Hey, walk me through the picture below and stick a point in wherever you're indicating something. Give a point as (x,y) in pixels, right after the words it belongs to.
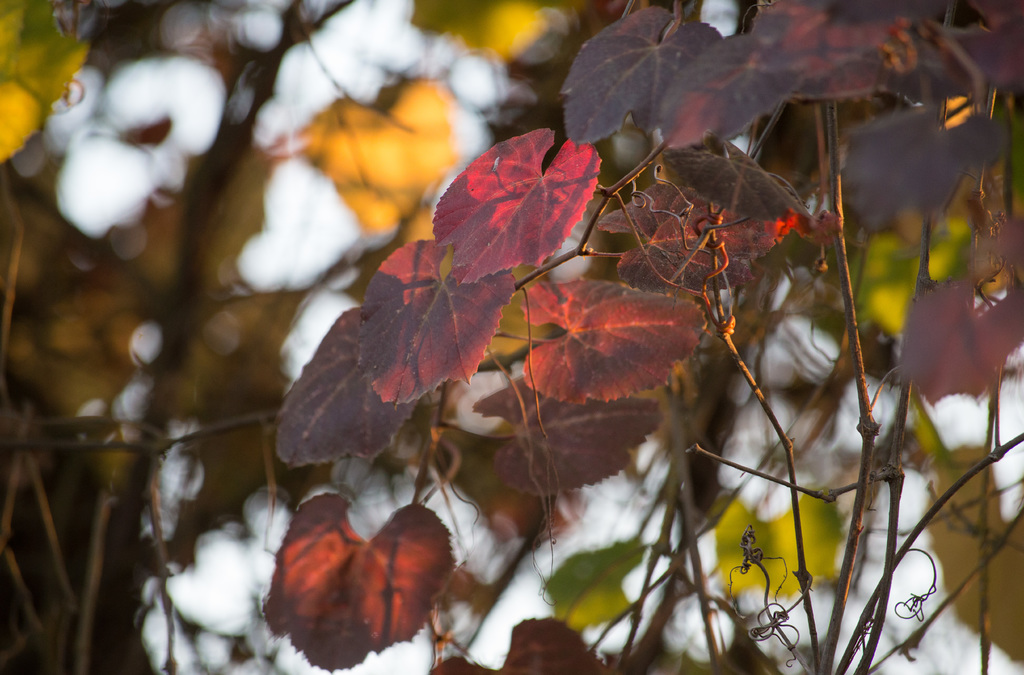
In this image I can see few leaves (570,371) of a tree (537,340) which are pink, black, green and orange in color. In the background (355,172) I can see few trees (216,287) and the sky (163,100).
